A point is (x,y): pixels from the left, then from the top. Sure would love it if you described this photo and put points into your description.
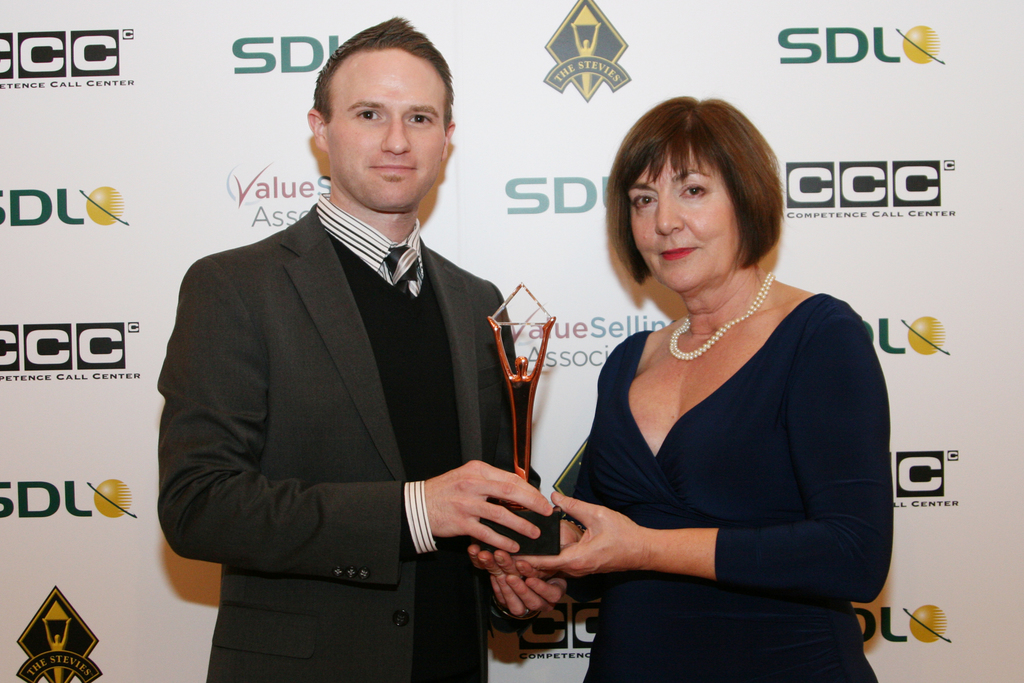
In this image, we can see a man (481,525) and woman (679,541) are standing. They both are holding a trophy (520,365). Background (1004,452) there is a banner (957,449).
